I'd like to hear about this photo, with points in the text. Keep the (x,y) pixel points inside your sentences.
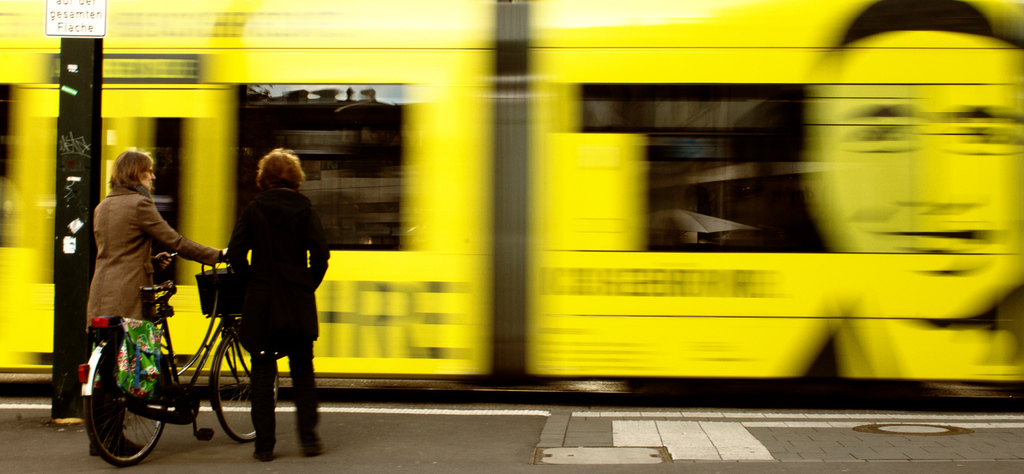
On the left side of the image (131,273) there are two persons (260,227) wearing jackets (259,252) and standing on the road (226,456) facing towards the back side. One person (128,277) is holding the bicycle (210,300). Beside these people (129,255) there is a pole (82,233). In the background (371,152) there is a yellow color train (589,231).
